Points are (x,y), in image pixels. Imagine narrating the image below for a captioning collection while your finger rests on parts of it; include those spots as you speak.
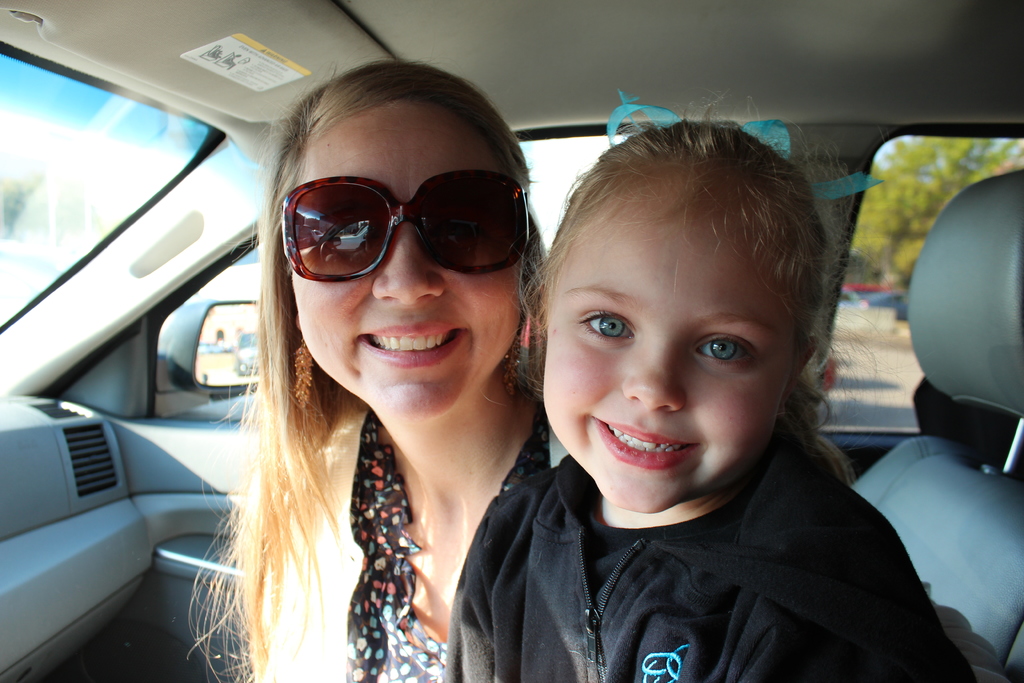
As we can see in the image, there are two persons (520,488) sitting in a car (135,655). The person (408,484) who is sitting on the left (292,528) is wearing spectacles (393,214).
